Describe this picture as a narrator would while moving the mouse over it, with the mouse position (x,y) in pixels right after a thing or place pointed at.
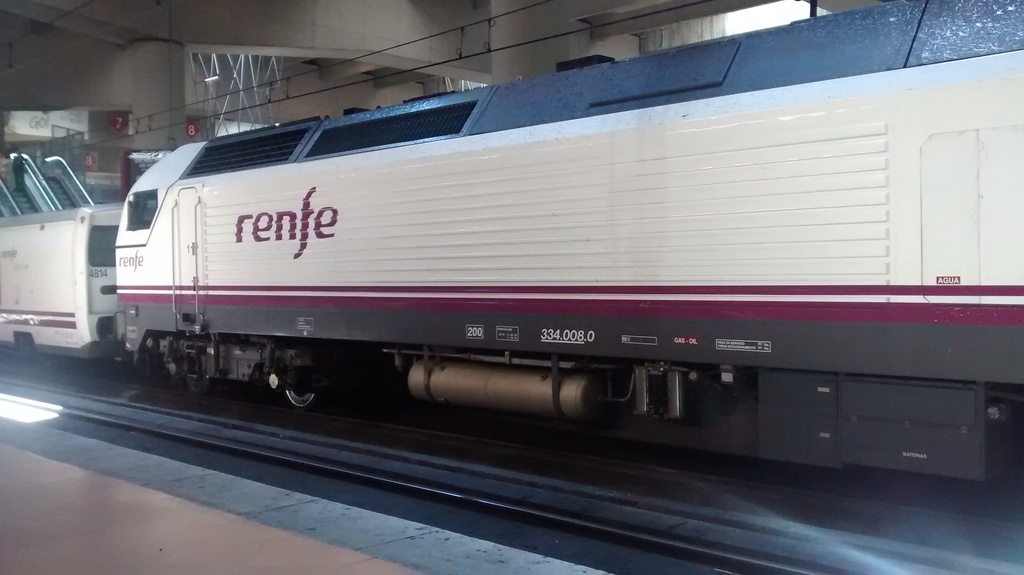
There is a train (347,360) on a railway track (453,442) as we can see in the middle of this image (626,324) and there is a platform (260,517) at the bottom of this image (252,495).
